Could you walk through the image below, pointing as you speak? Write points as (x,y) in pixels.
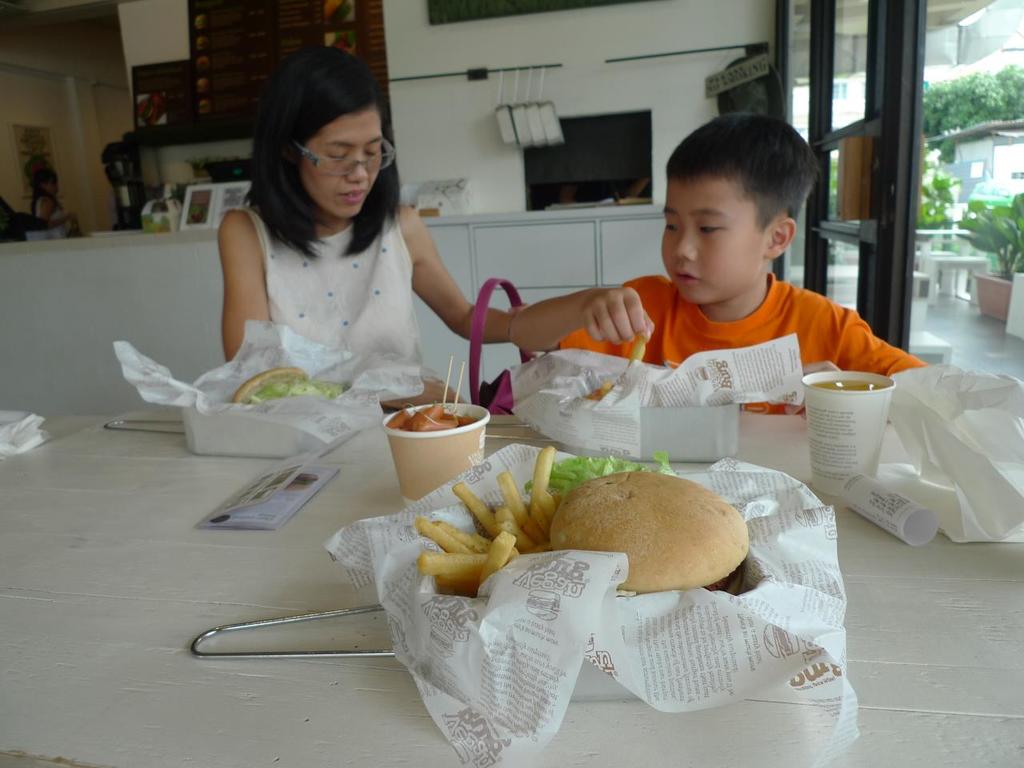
Here in this picture we can see a woman (363,265) and a child (694,293) sitting on chairs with table (802,446) in front of them having boxes (299,444) of burgers (641,509) and french fries (517,523) and we can also see other food items (834,432) all present on the table (219,607) and behind them we can see a counter (98,248) and we can also see some things (189,222) present on it and on the right side (930,219) we can see plants (983,240) and trees (958,87) present outside and we can also see tables (940,236) and chairs (919,276) also present.
